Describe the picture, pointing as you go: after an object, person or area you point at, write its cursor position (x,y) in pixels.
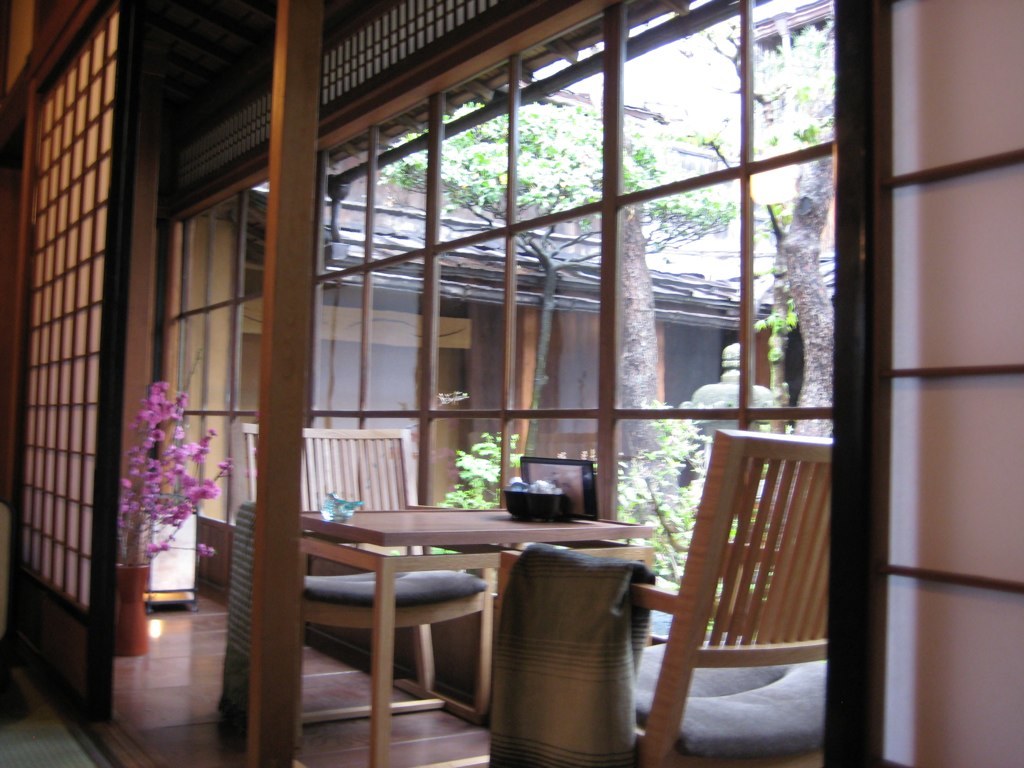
In the picture I can see wooden table (318,546) and chairs (720,489), flower vase (132,579), pillars (840,396), trees (693,477) and wooden house (340,315).
